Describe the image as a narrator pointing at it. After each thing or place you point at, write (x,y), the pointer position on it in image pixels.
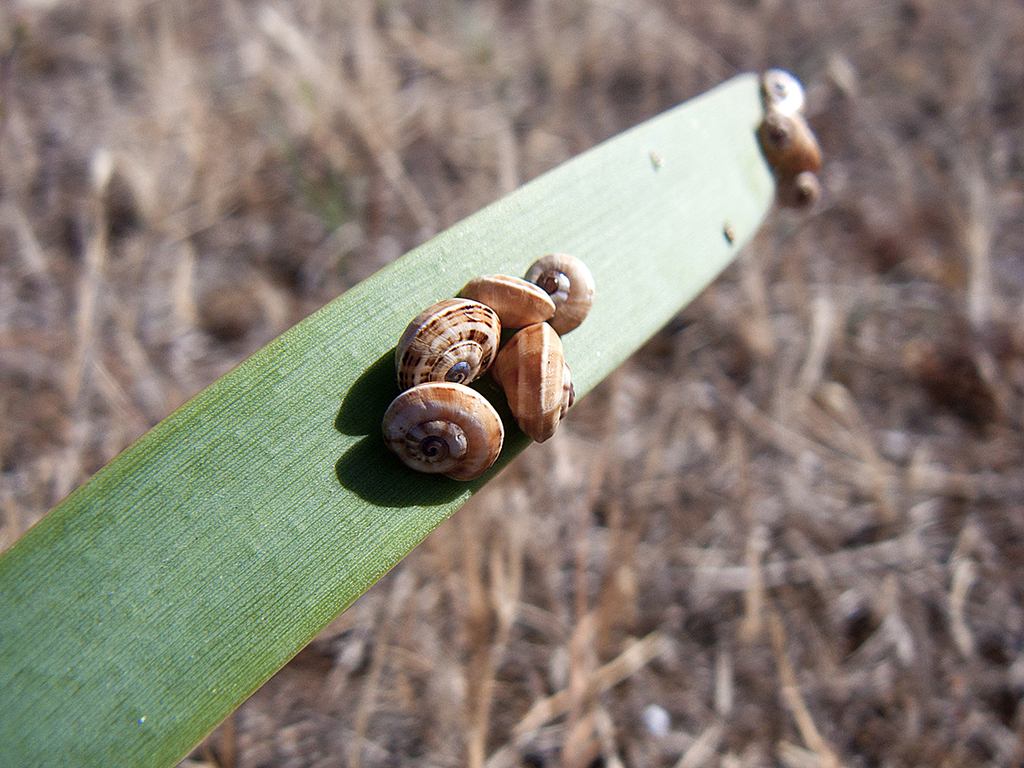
In this image I can see few snails (453,431) on a leaf (301,539). The background is blurred.
